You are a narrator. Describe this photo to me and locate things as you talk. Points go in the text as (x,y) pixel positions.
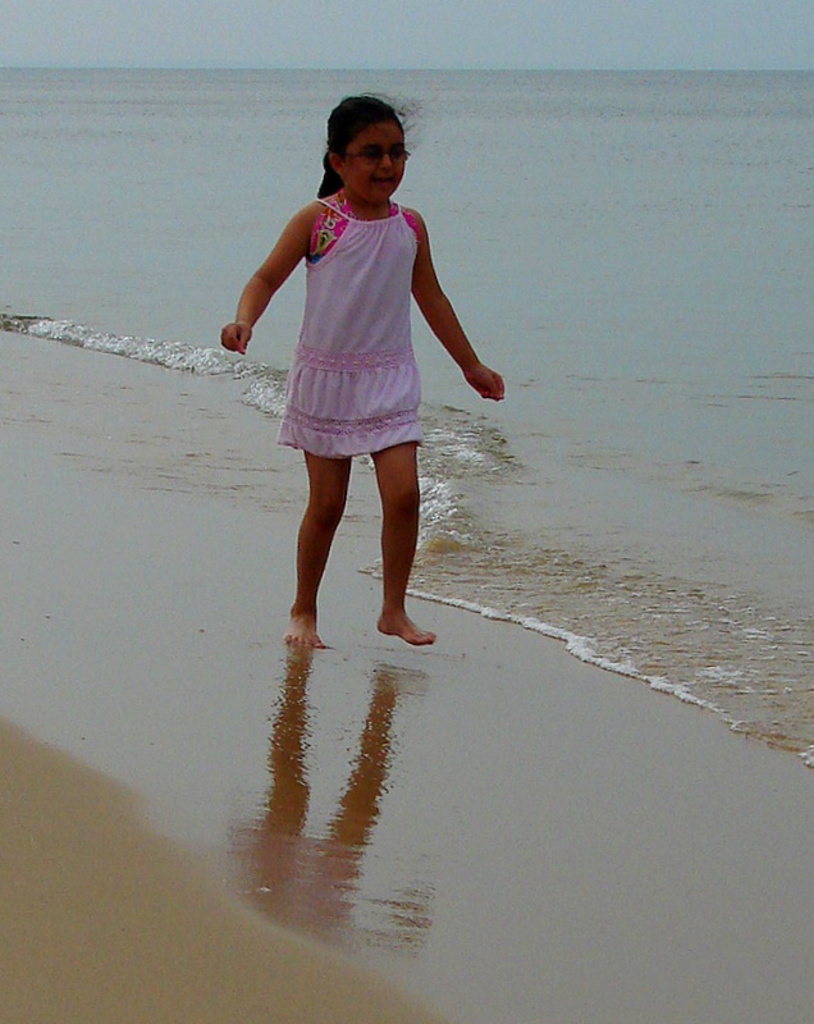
In the center of the image (309,527) we can see a girl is walking. And we can see she is smiling and she is wearing glasses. In the background (561,207), we can see the sky (618,28) and water (576,122).
